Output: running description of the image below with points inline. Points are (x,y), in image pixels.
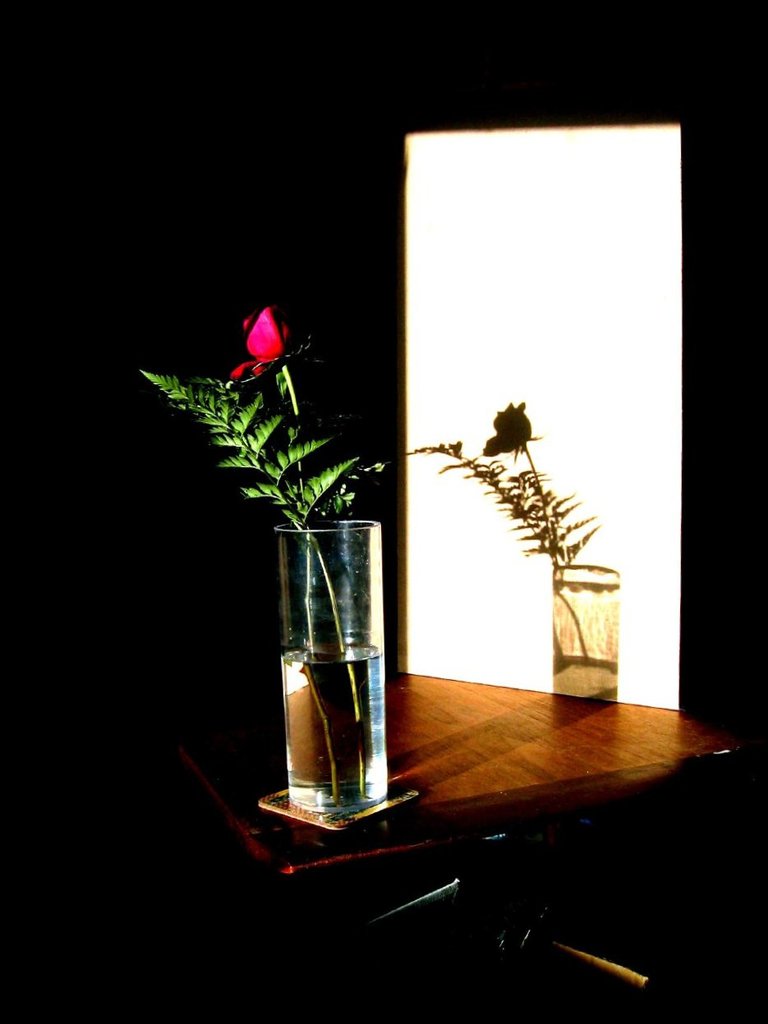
In this image, there is a flower vase (370,748) is placed on the wooden table (513,795). The bottom, we can see some silver color. And there is a flower (266,354) on the flower vase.
